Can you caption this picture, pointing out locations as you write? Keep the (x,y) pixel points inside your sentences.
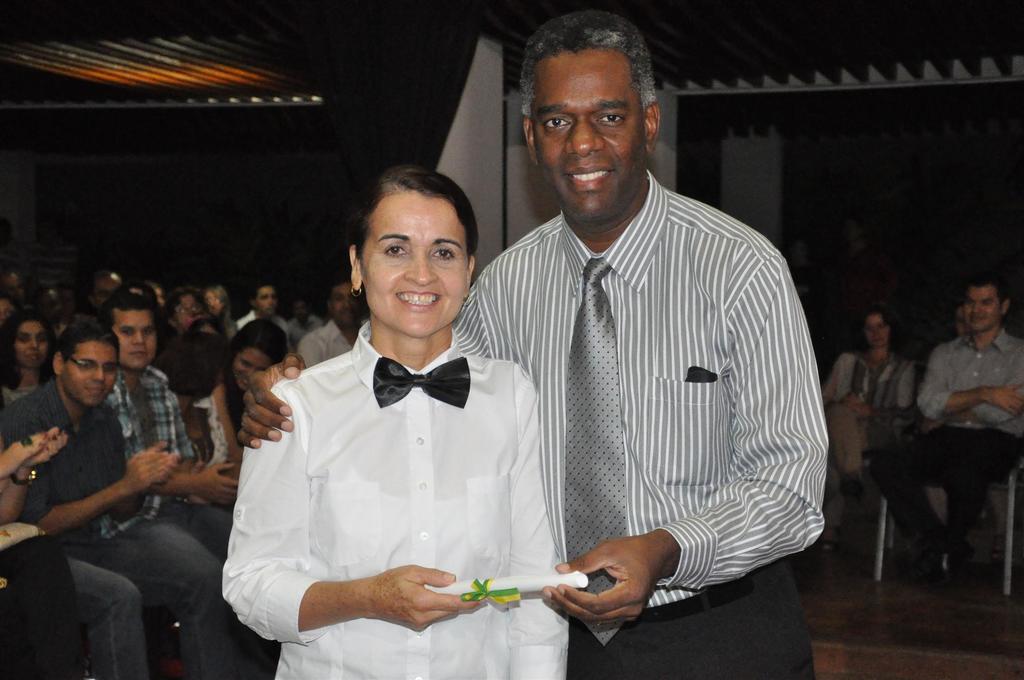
In this image I can see two people (613,299) are standing and holding something. Back I can see a group of people (20,515) sitting on the chairs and a dark background (52,221).
